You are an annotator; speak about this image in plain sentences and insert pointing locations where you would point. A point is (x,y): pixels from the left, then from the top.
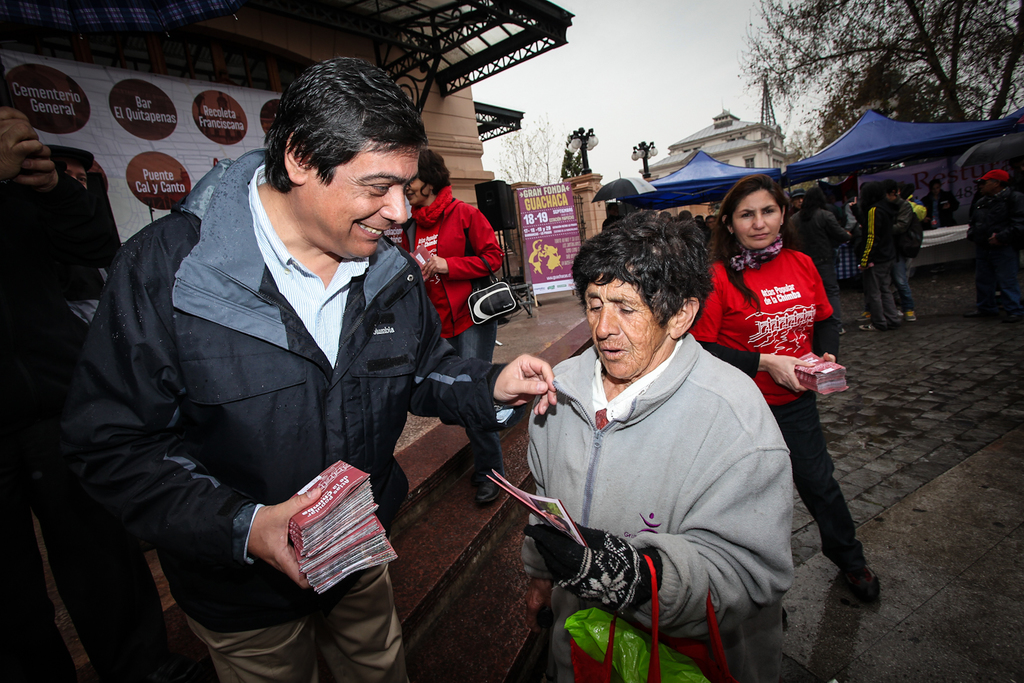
This picture describes about group of people (547,395), few people (578,419) holding books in their hands (505,388), in the background (460,42) we can find few hoardings (567,232), metal rods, speaker (480,200), tents (686,168), lights (583,168), buildings (766,160) and trees (831,97).
